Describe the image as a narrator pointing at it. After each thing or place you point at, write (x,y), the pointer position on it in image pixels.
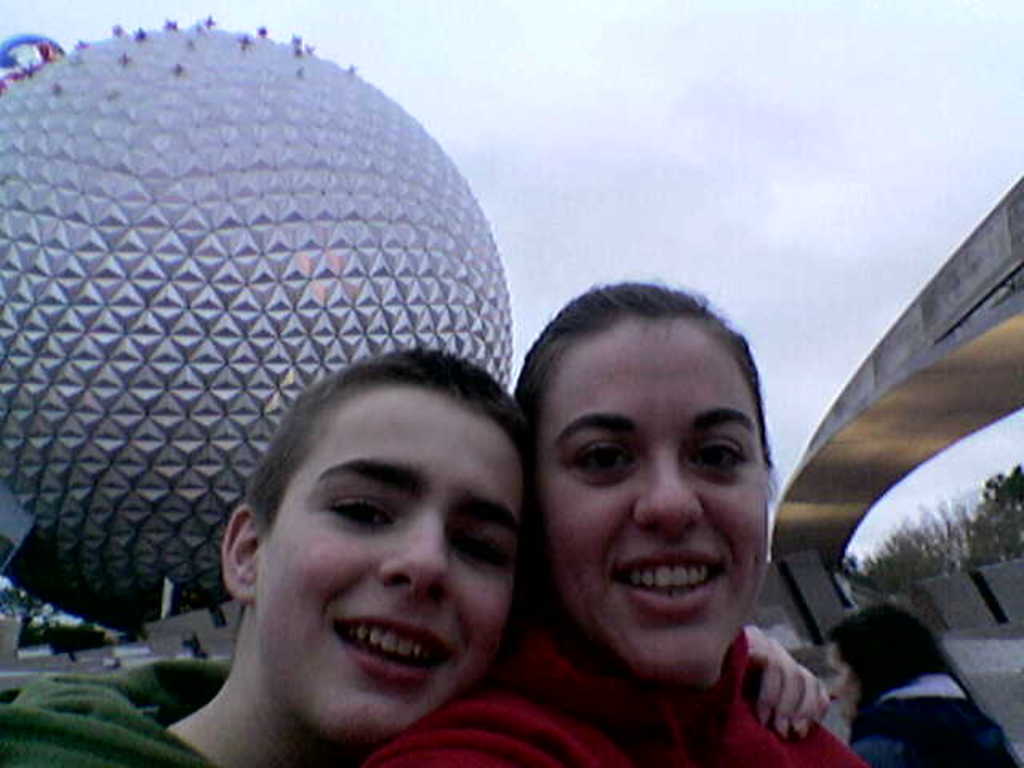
In this picture we can see three persons (525,635), behind them there is a big ball (351,271), also we can see some trees (968,504), and the sky (718,108).
